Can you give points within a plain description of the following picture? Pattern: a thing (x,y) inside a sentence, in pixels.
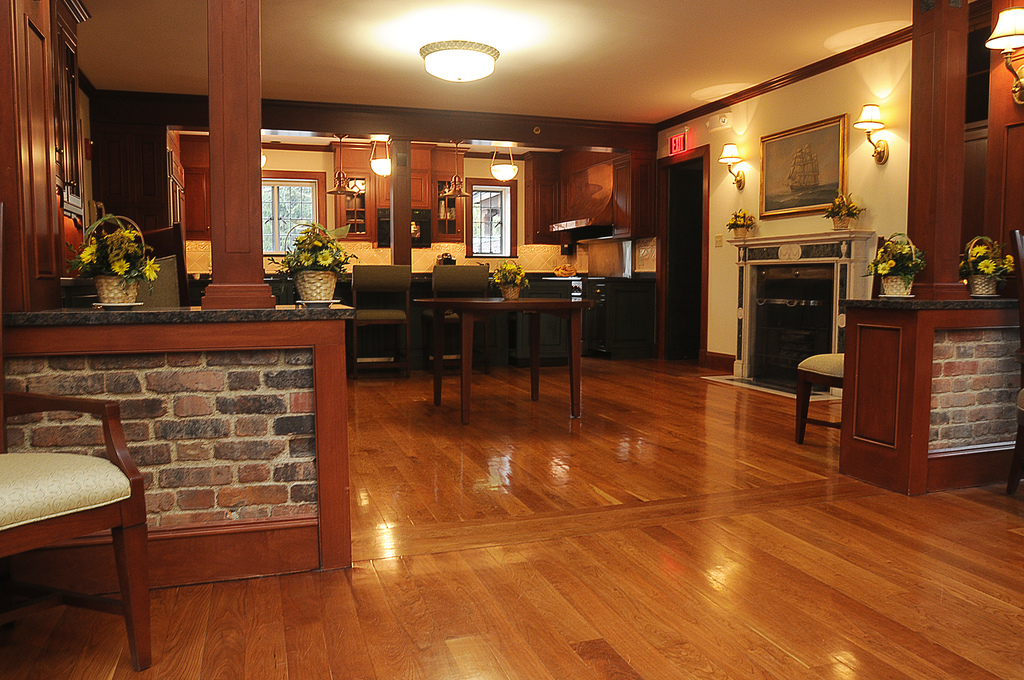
In this image we can see the interior view of the house (660,447), few chairs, lights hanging from the roof (507,16), few lights (740,160) attached to the wall (740,123), flower vases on the wall (282,426) and the table (470,345), windows (476,242), cupboards (503,334) and a frame (814,200) attached to the wall (870,195).
